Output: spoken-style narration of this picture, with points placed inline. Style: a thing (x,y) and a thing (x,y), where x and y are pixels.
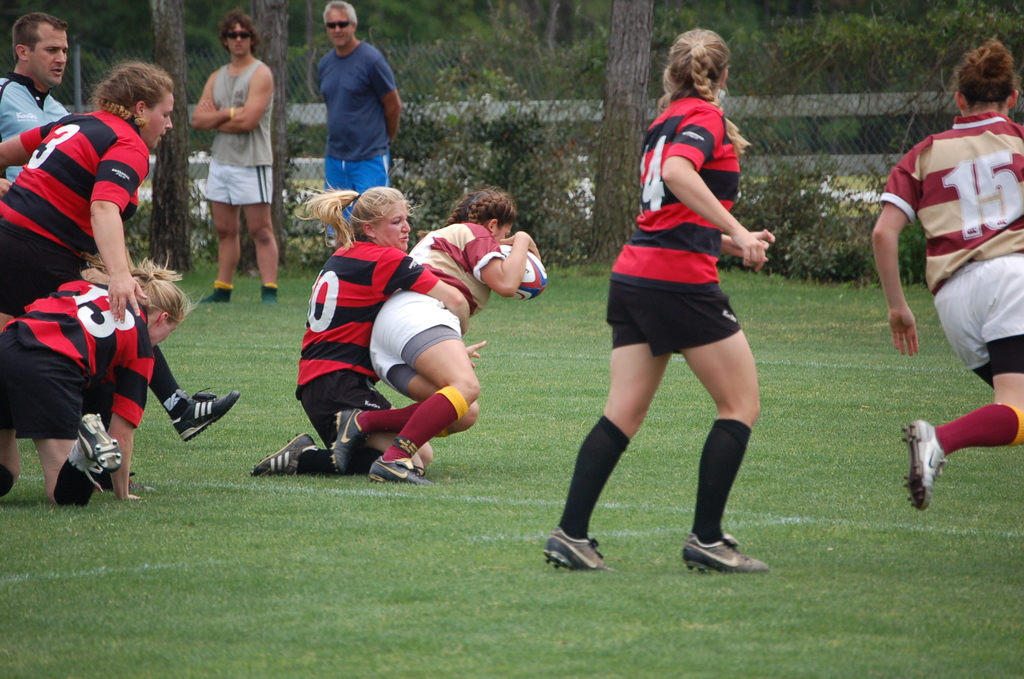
As we can see in the image there are group of people (75,344), grass (385,519), plants (561,235), fence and trees (561,30).
